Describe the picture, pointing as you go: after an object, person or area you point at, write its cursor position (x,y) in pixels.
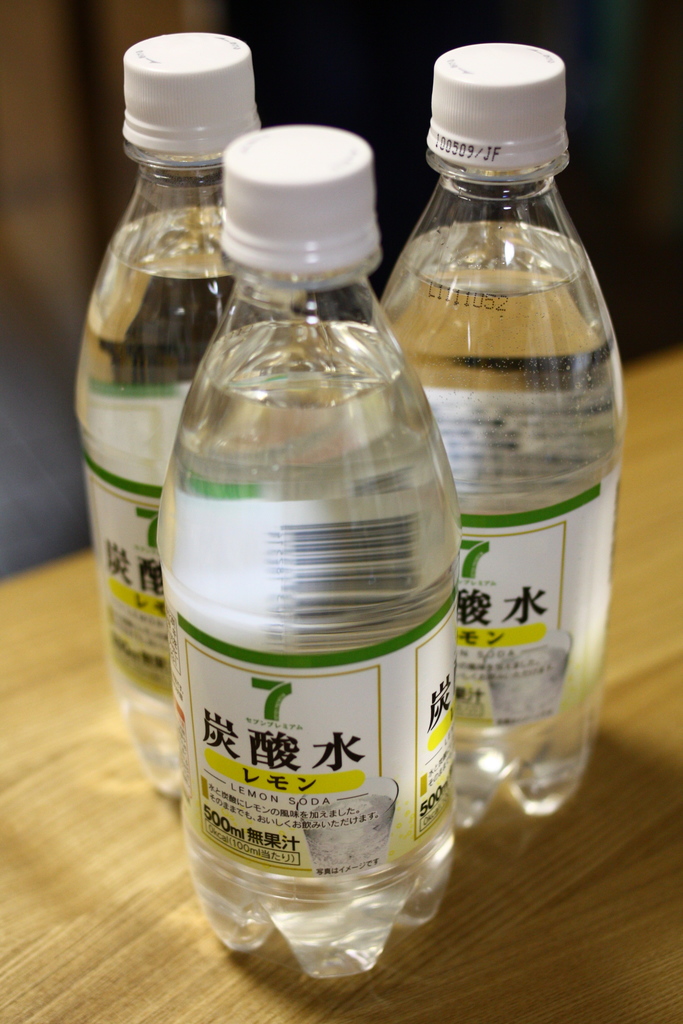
There are 3 water bottles (298,559) on a table (8,752).
